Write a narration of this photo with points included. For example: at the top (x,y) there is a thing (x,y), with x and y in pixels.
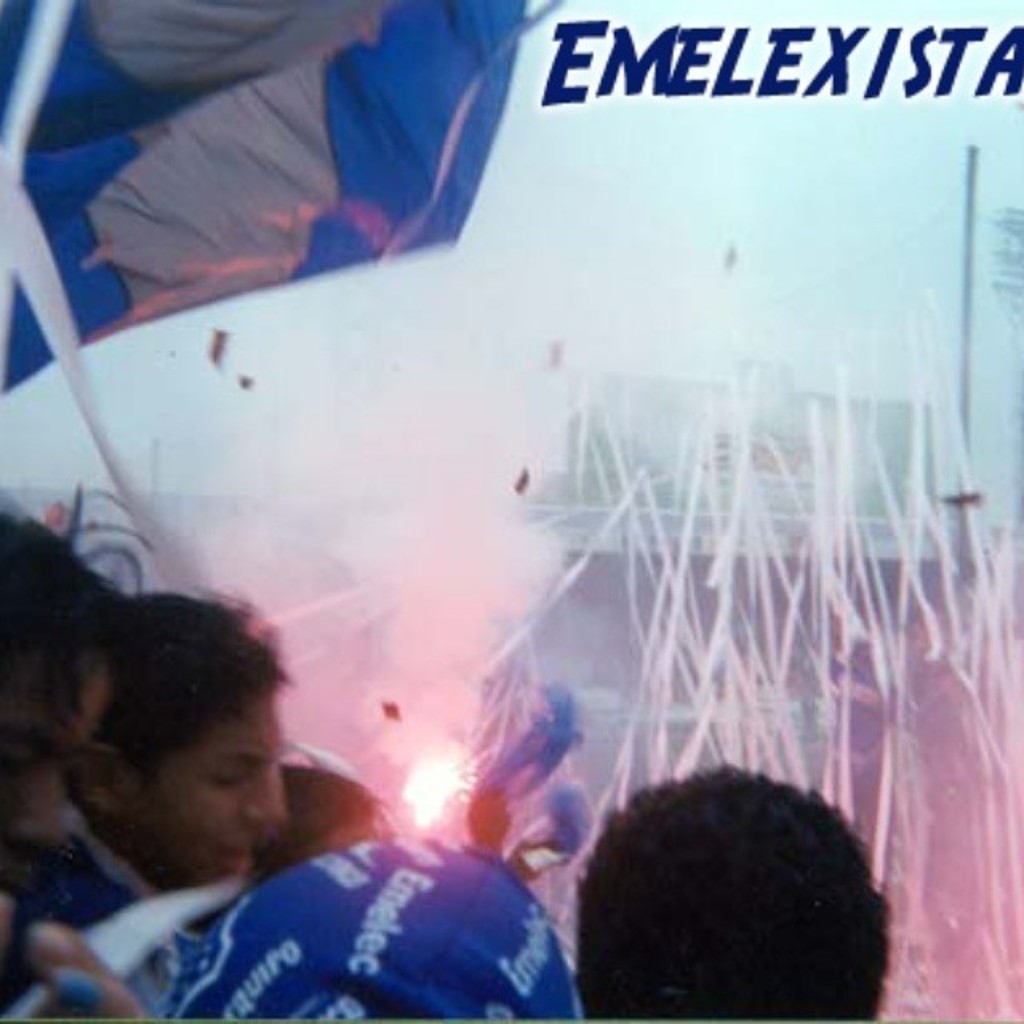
In this image there are group of people (55,648) standing, and in the background (970,223) there is cloth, pole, building (594,430), sky (560,427) and a watermark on the image.
